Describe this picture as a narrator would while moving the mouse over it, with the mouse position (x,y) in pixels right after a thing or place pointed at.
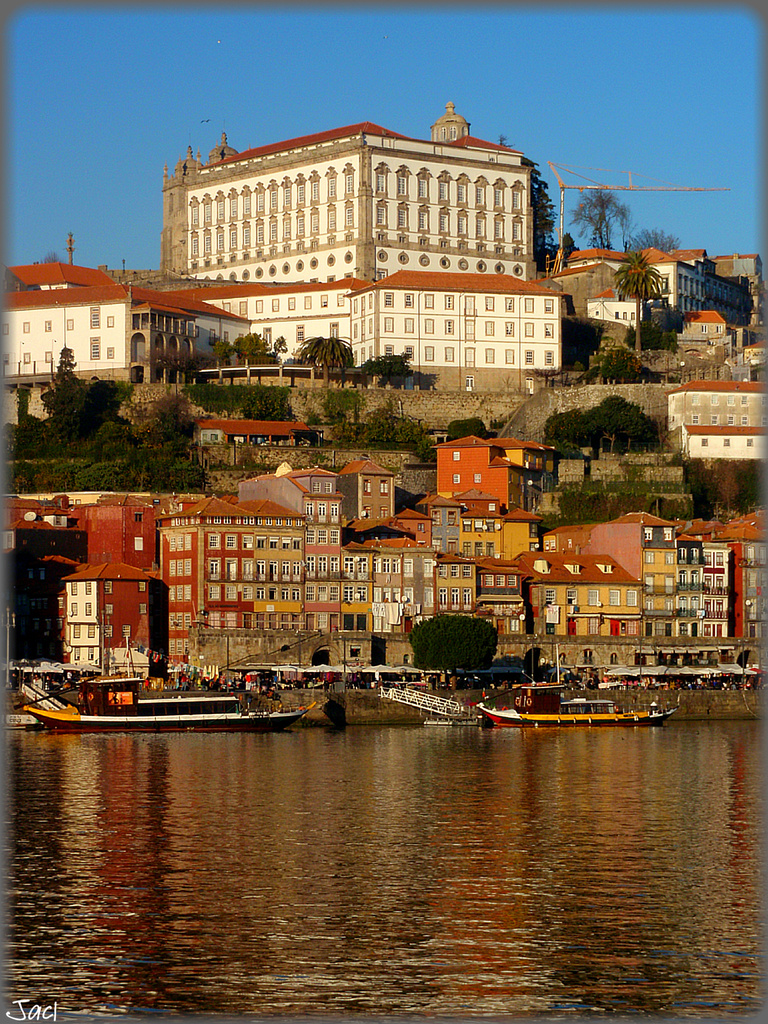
In this image we can see boats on the water (309,957). In the background (288,532) we can see few persons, buildings (81,571), trees (342,361), windows (309,307), walls (535,400), poles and the sky (114,165).
